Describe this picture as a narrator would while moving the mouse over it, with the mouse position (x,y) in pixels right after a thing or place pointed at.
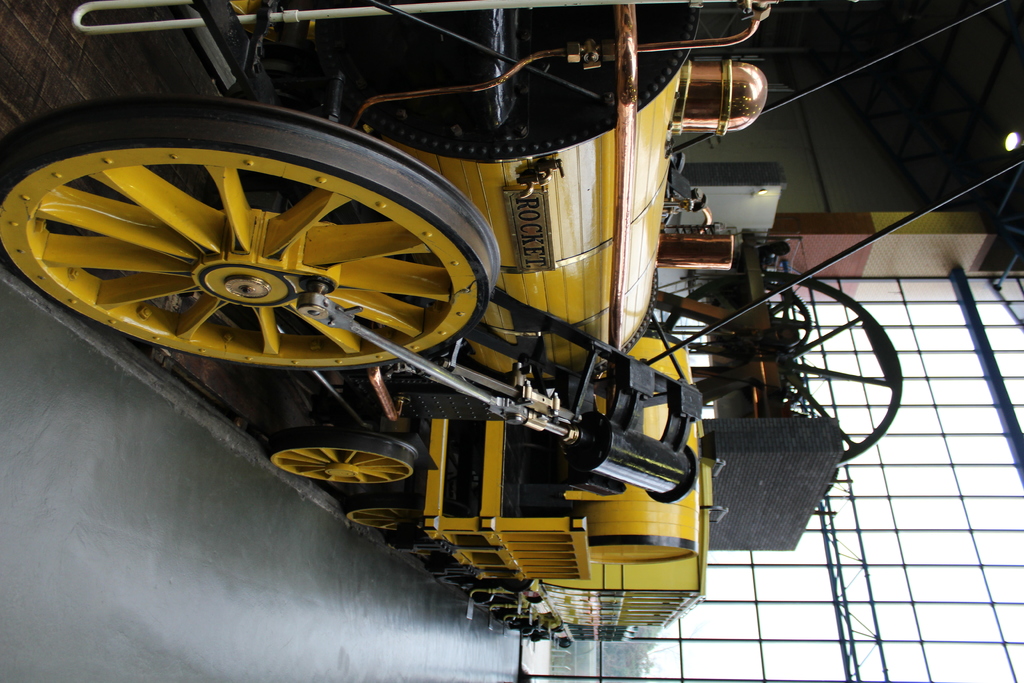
In this picture, we see a vehicle (516,233). It is in yellow color. In the right bottom (902,569), we see the window grills (885,565) from which we can see trees (636,650). On the right side (968,218), we see a pillar (894,236) in brown and yellow color. Beside that, we see a white wall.
